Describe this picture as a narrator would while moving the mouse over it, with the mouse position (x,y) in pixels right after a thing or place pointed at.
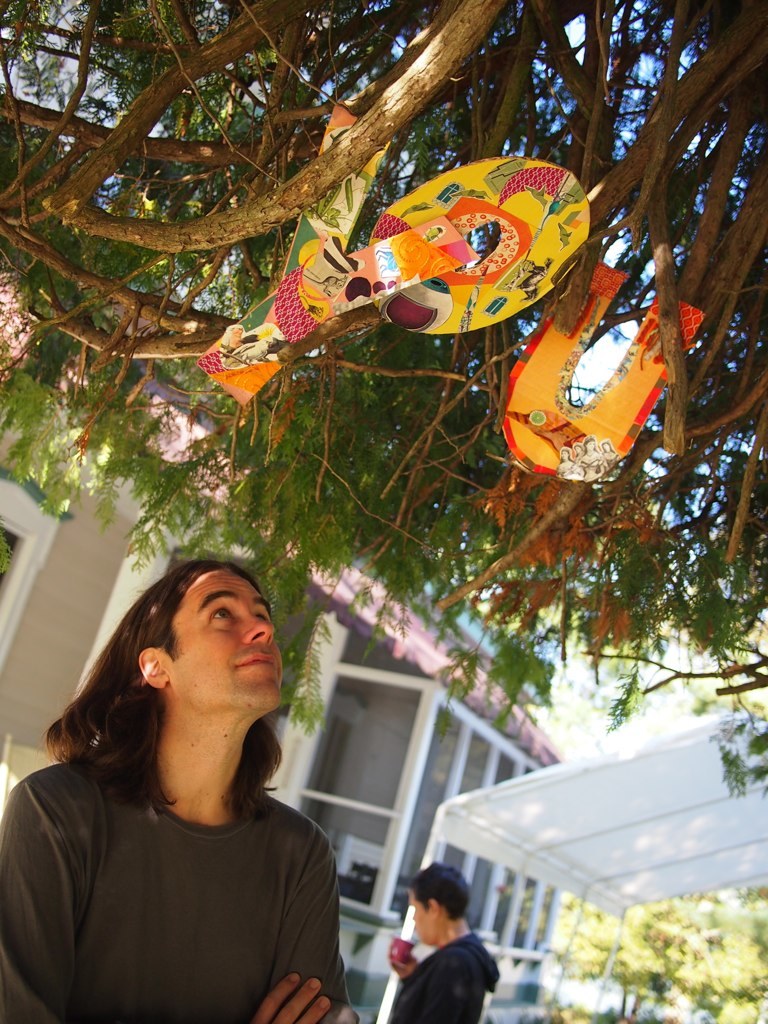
The man (263,715) in the bottom of the picture (200,881) wearing black t-shirt (204,934) is looking at the alphabet (399,233) placed on the tree (266,428). Beside him, the man (449,972) in black jacket (449,972) is holding a cup (404,952) in his hand (413,965). Beside her, we see a tent (623,892) in white color. There are trees (489,604) and buildings (43,521) in the background (562,752).
